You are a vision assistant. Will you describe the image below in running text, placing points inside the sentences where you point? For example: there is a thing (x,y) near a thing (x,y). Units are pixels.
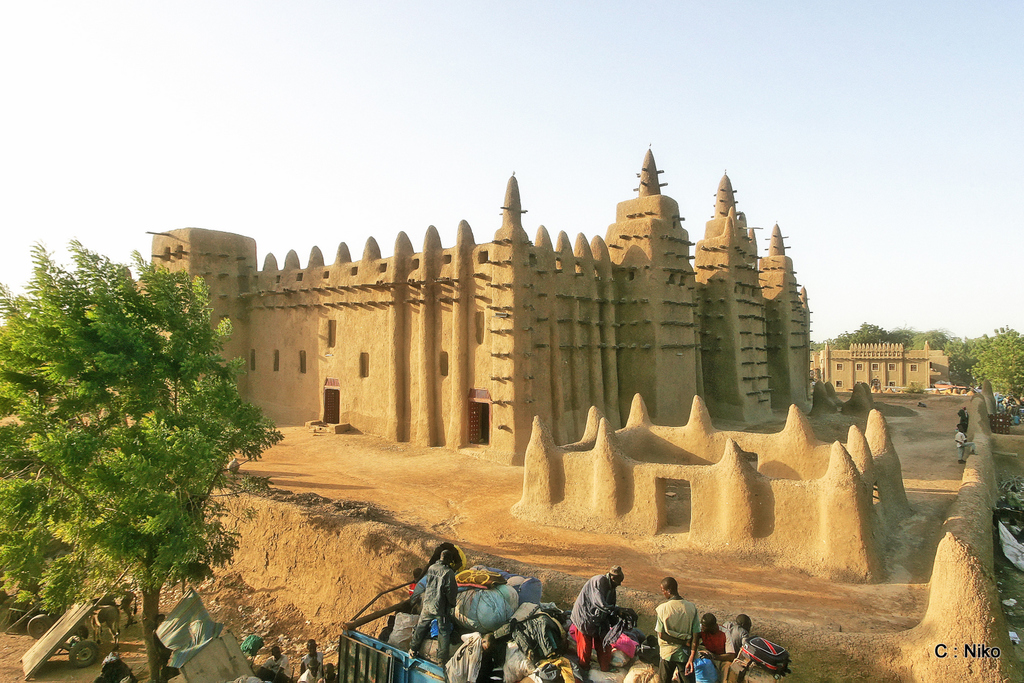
In this image we can see so two big sand buildings (670,341), so many trees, one vehicle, some animals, some Carts (48,641), some people (964,421) are standing and some people (113,665) are sitting. One person (612,601) standing and holding some objects (616,618). So many different objects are on the surface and at the top (429,136) there is the sky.
